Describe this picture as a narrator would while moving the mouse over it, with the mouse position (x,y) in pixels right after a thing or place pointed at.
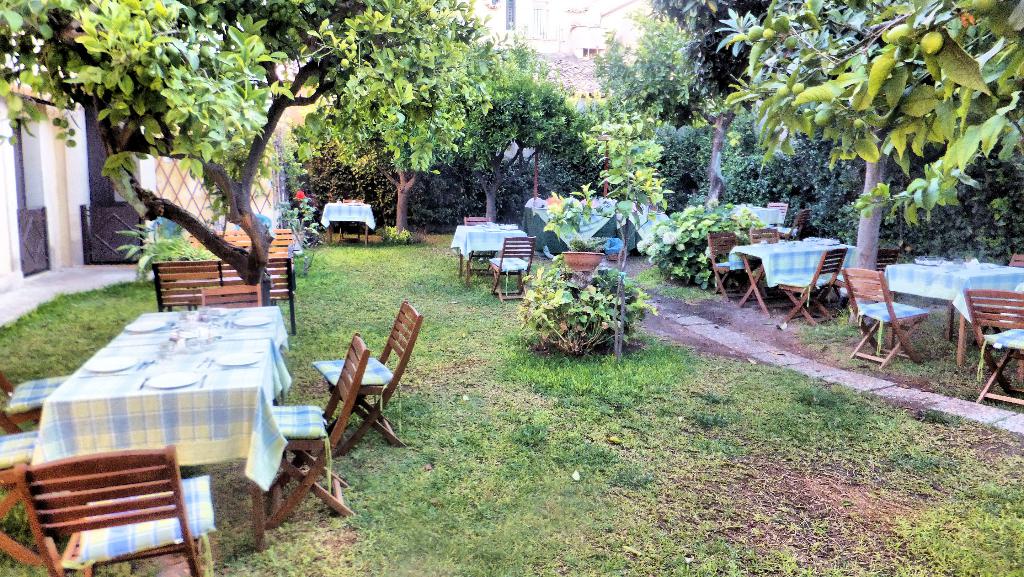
There are many table (196,415) and chairs (161,473) in the image. There are many trees (216,177). At the bottom of the image (615,440) there is grass (477,451).
